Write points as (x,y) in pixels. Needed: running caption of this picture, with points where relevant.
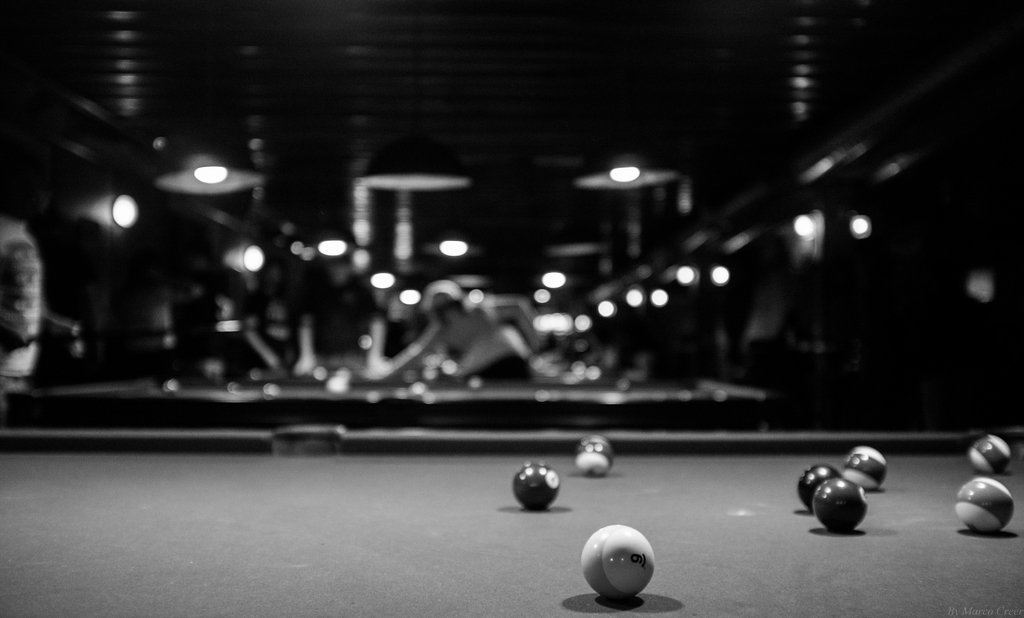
This picture is of inside. In the foreground (391,458) we can see a billiard table (739,506) and billiard balls (590,468) placed on the top of the table (406,501). In the background (364,330) we can see a person (518,315) and lights (542,292).
